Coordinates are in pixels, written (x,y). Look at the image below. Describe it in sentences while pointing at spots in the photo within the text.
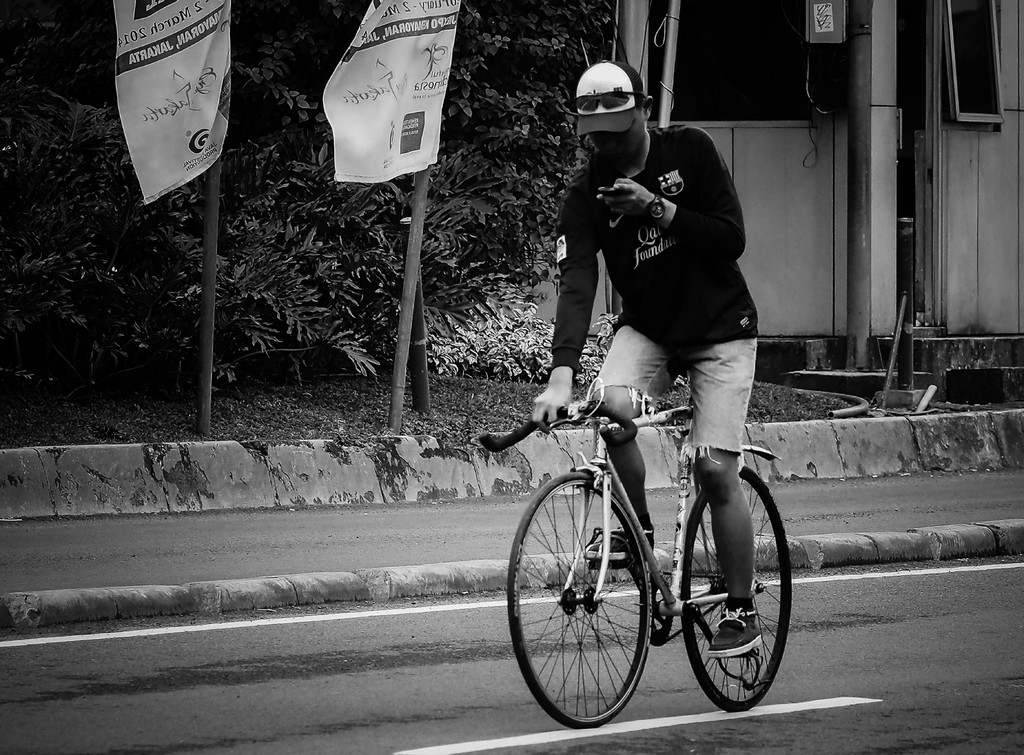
In this picture we can see a man (644,135) wore cap (591,122), black color T-Shirt (676,199) riding bicycle (777,511) on road (503,703) and beside to the road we have foot path (863,499) and beside to this foot path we have poles (220,90) with flag (363,112), trees (319,67) and some building (936,127) with metals (889,380).
